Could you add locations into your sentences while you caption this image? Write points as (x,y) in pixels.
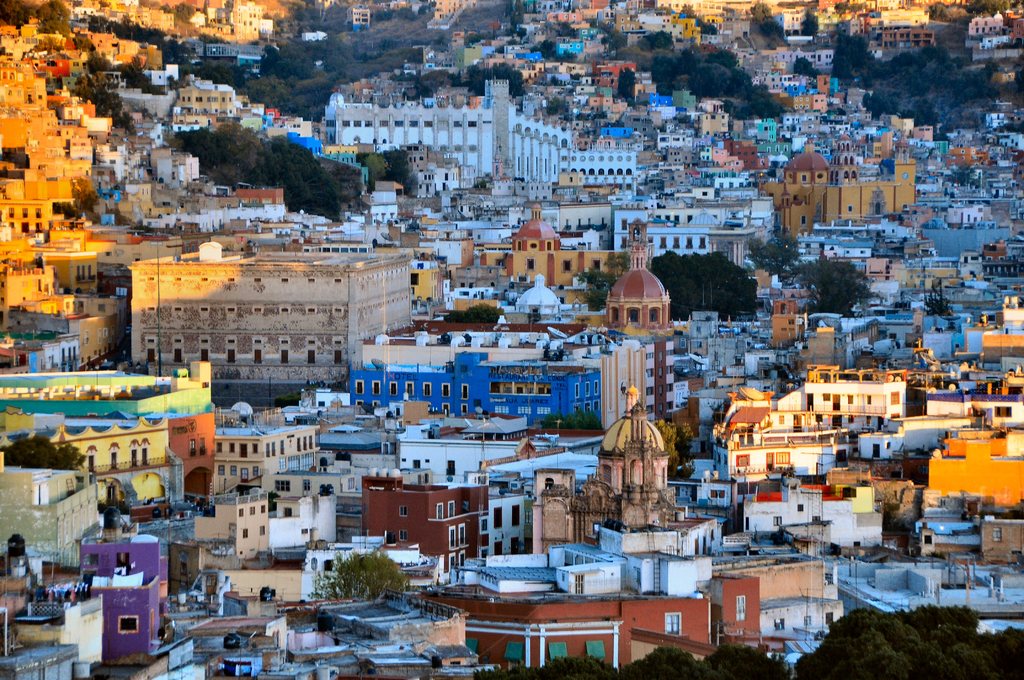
This is an aerial view, we can see some buildings (113,300) and there are some trees (351,78).
